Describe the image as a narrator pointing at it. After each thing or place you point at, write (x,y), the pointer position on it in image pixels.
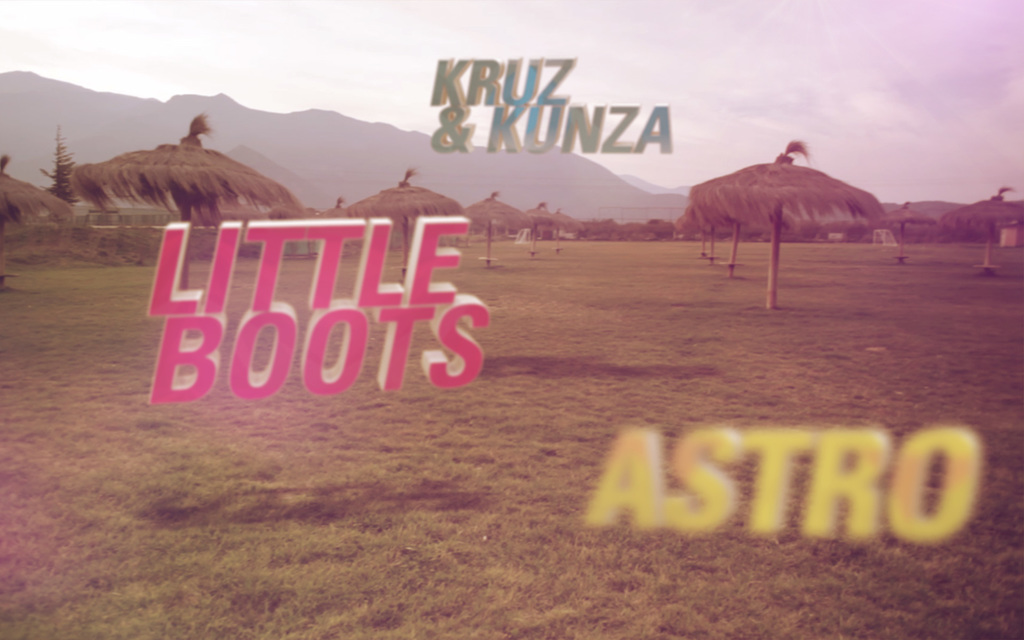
In the image we can see there is ground (409,400) covered with grass (435,392) and there are dry leaves (437,202) tents (809,194) kept on the ground (1021,275). It's written ¨LITTLE BOOTS¨ and ¨ASTRO¨. Behind there are mountains (336,192) and there is a clear sky (429,112).
